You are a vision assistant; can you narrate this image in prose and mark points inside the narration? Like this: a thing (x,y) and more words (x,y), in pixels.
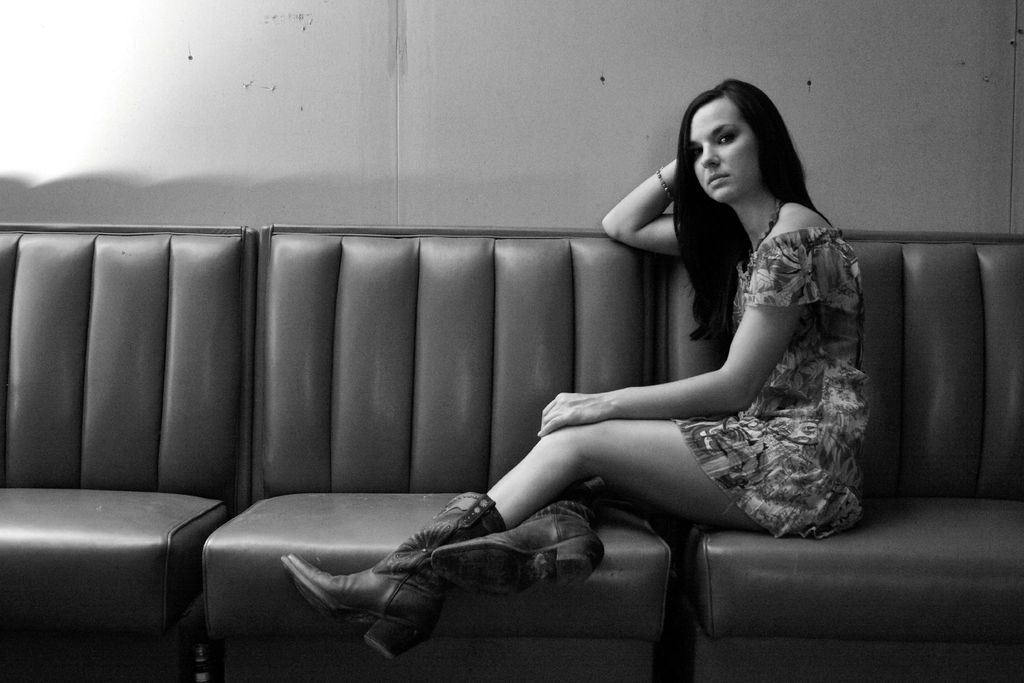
In this image I can see a woman (757,431) sitting on the couch (370,447). She is wearing a dress (833,381) and shoes (401,621) with heel (408,640). She has a long hair (698,209) and she has a hand band (668,195) to her hand (669,182).
